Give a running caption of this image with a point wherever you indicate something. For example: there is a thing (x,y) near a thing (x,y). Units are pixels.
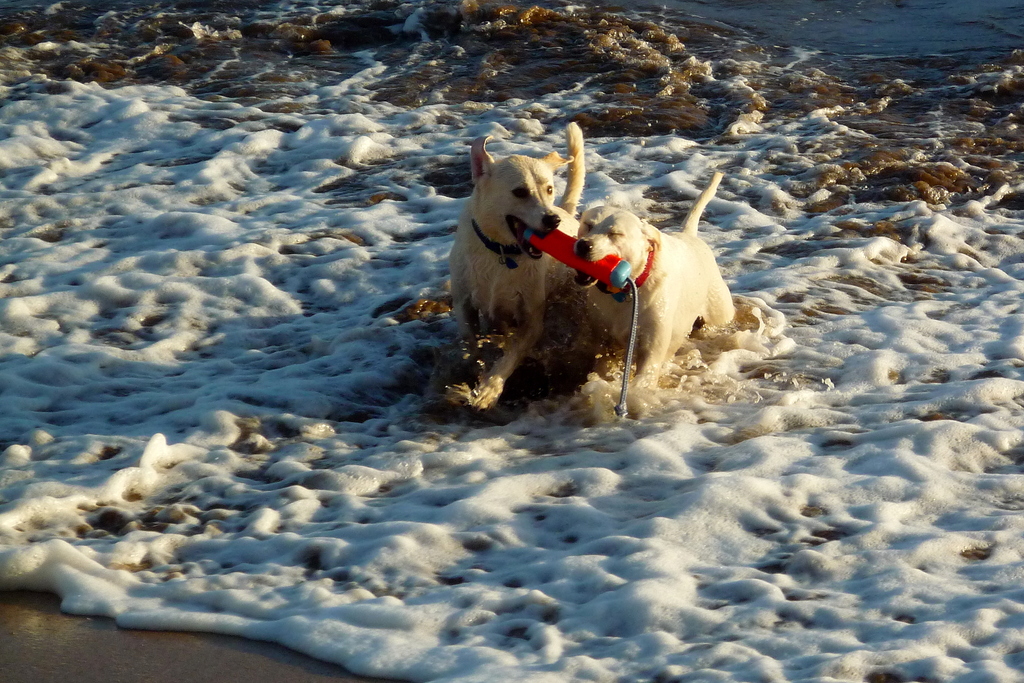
In this image I can see two dogs (671,302) in the water (423,162) and the dogs (490,267) are in cream color and I can see an object (628,270) in red color.
